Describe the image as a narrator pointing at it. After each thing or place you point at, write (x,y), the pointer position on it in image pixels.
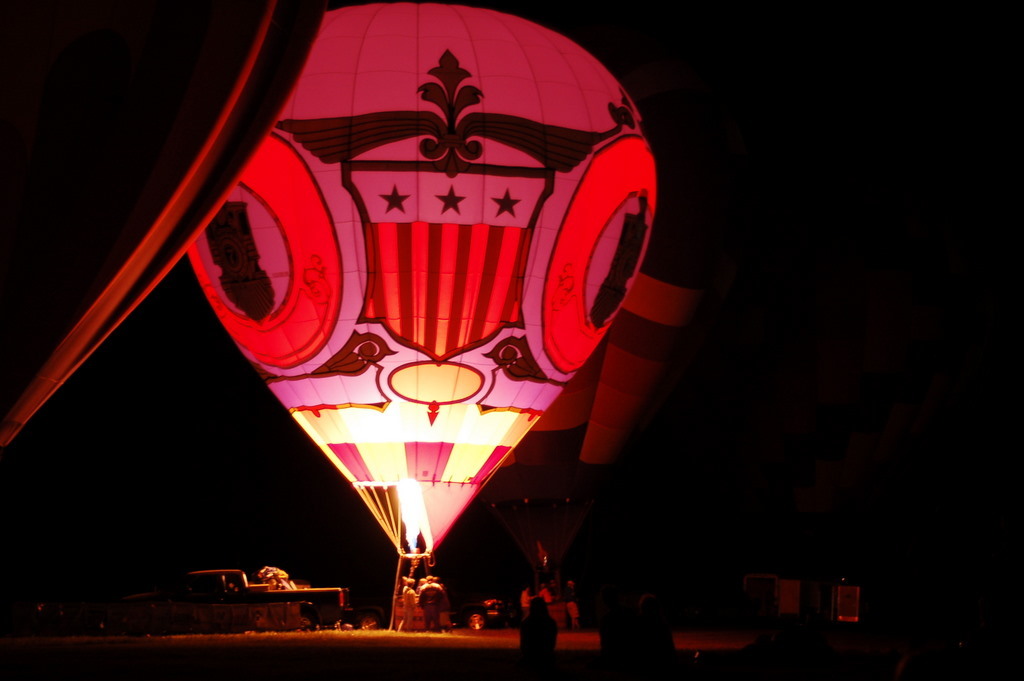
In this image in the center (476,242) there are hot air balloons (327,291), and at the bottom (503,608) there are a group of people (609,633) and some objects (758,598). And there is a dark background (81,477).
